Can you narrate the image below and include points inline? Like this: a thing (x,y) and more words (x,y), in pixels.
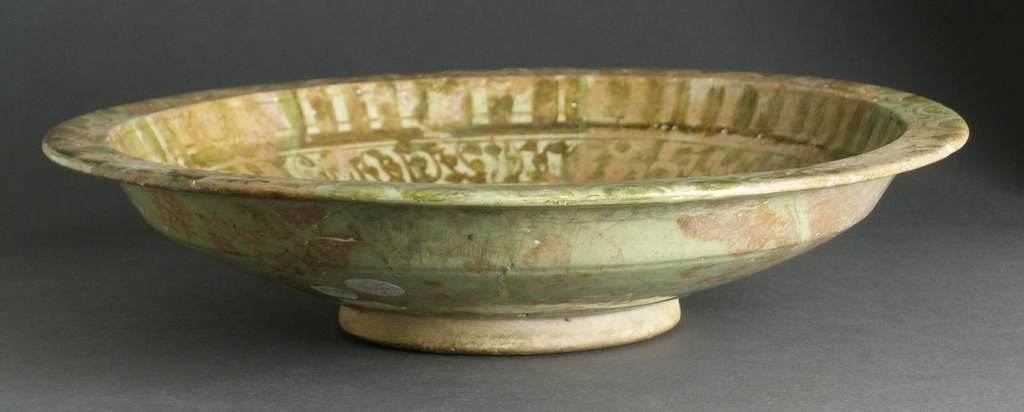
Here in this picture we can see a ceramic dish (498,138) present over there.
